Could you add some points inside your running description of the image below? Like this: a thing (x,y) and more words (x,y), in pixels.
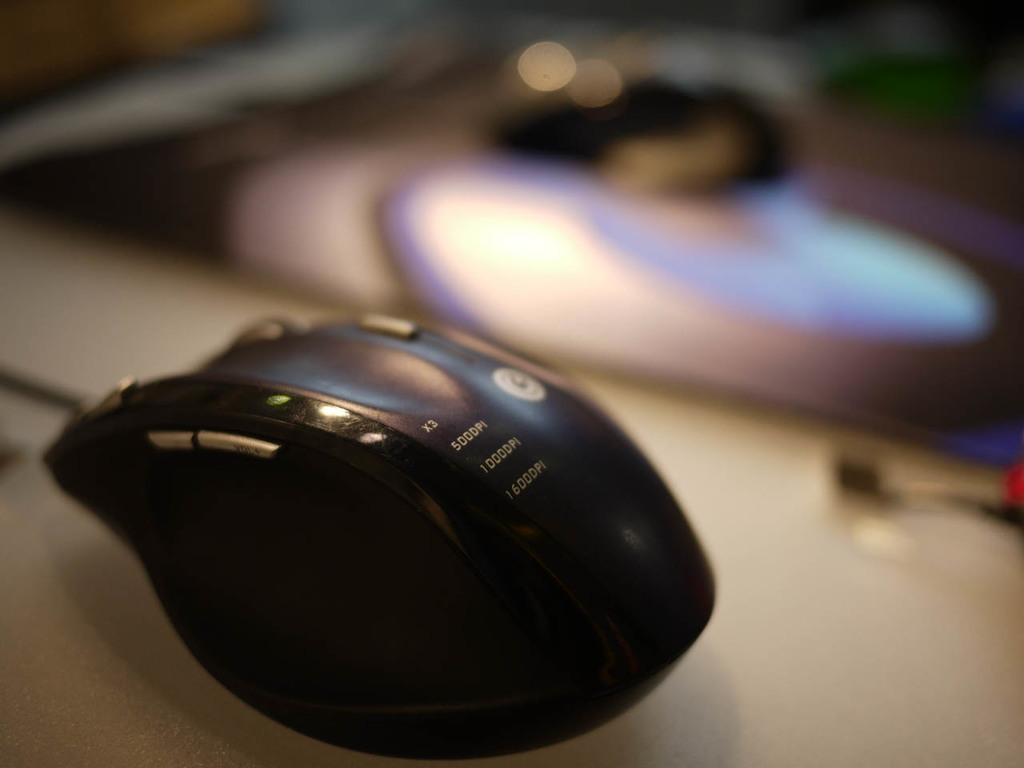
In the picture we can see a desk (949,706) on it we can see a mouse (410,603) which is black in color and background (878,107) is invisible.
